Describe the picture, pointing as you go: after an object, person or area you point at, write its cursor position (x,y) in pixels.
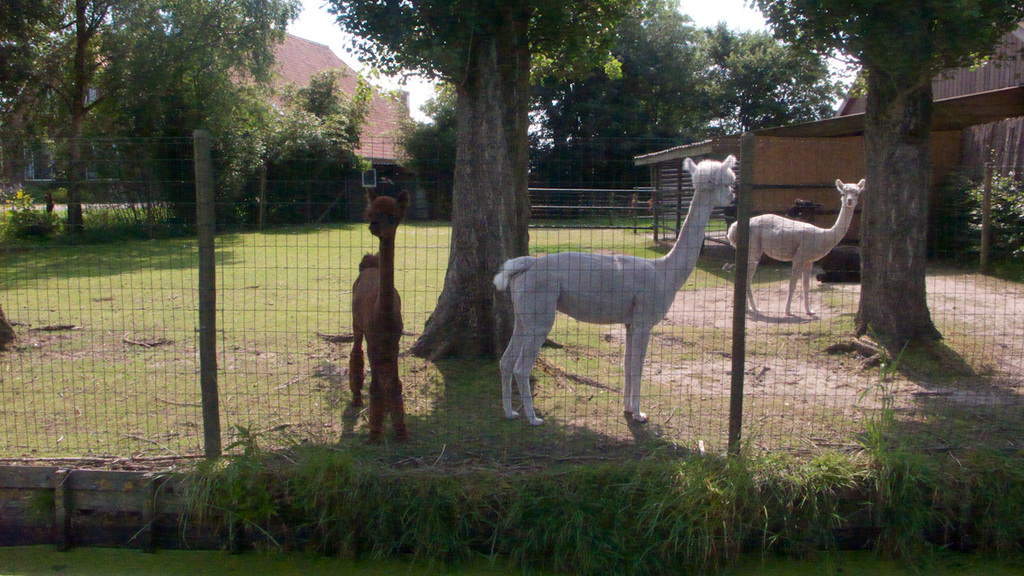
In this image we can see some animals (513,356) on the ground (460,368). We can also see some grass (491,418), a fence (212,372), bark (466,274) of the trees (449,264), a house (396,171) with a roof (367,131), trees (330,212) and the sky (692,12) which looks cloudy.
